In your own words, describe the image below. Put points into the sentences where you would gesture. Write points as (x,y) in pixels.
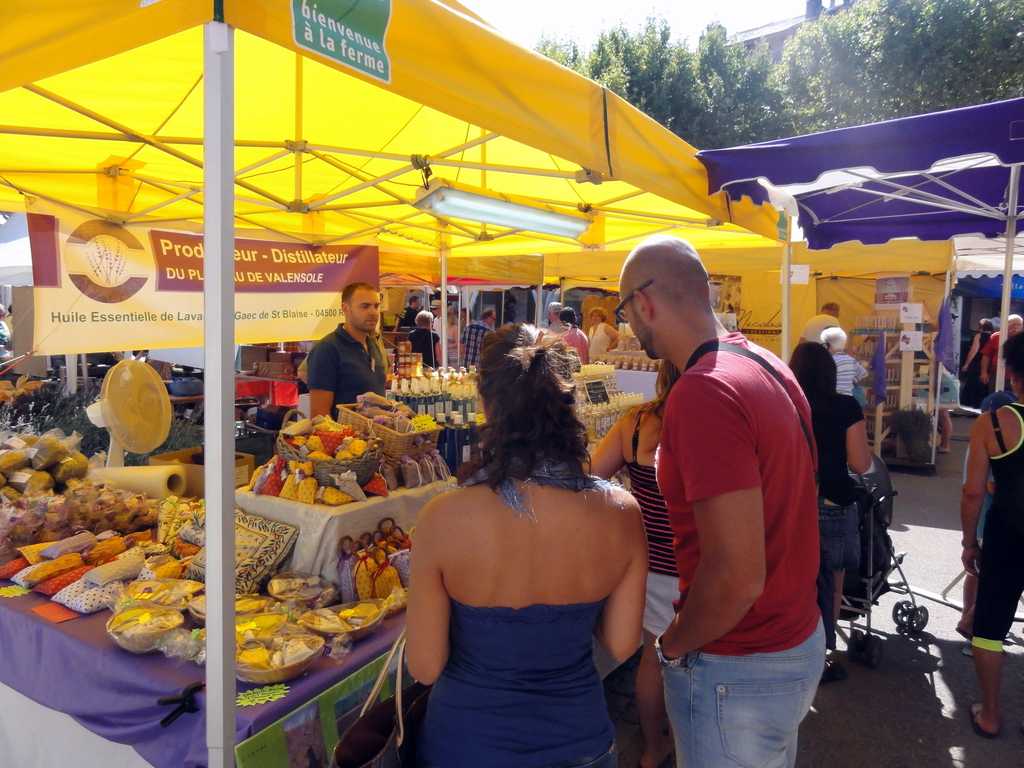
In the center of the image (390,506) there is a stall (179,744) in which there are many objects (114,573) on the table (378,515). There is a person (382,357) standing. In the center of the image (640,332) there are three persons (700,535) standing. In the background of the image (742,294) there are stalls (690,237). There are trees (838,73). There are people (979,564) walking on the road (881,627).
